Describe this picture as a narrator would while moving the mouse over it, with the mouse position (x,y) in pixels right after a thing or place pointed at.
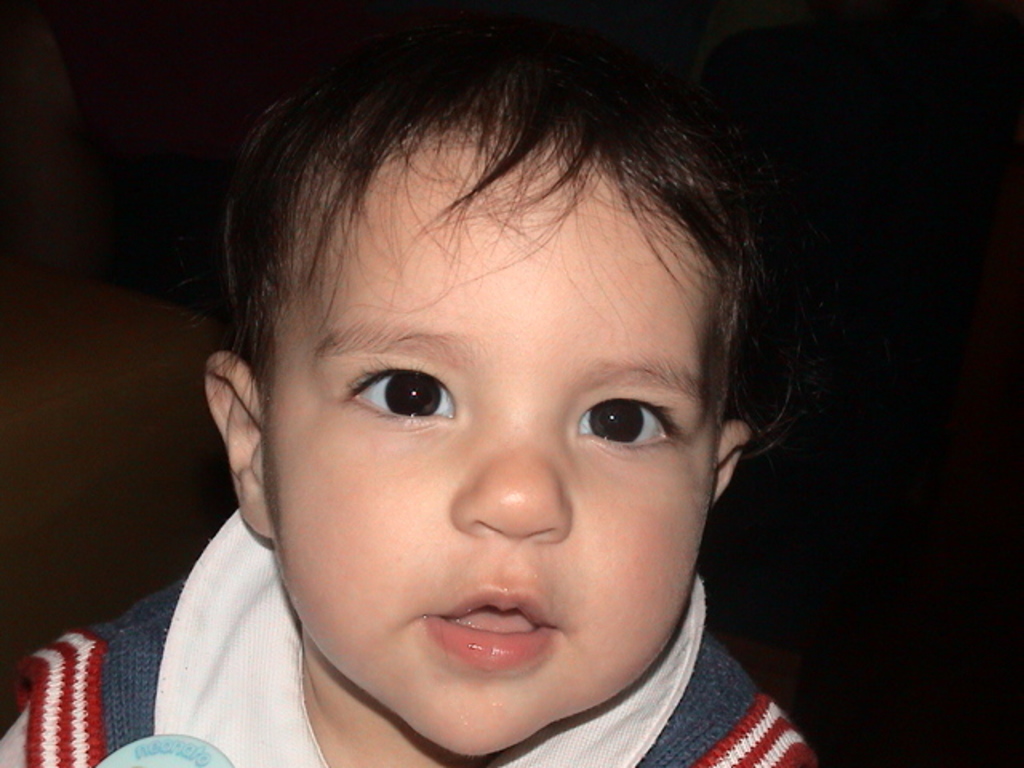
In this image, I can see a boy (273,714). He wore a shirt (245,724). The background (30,539) looks dark.
